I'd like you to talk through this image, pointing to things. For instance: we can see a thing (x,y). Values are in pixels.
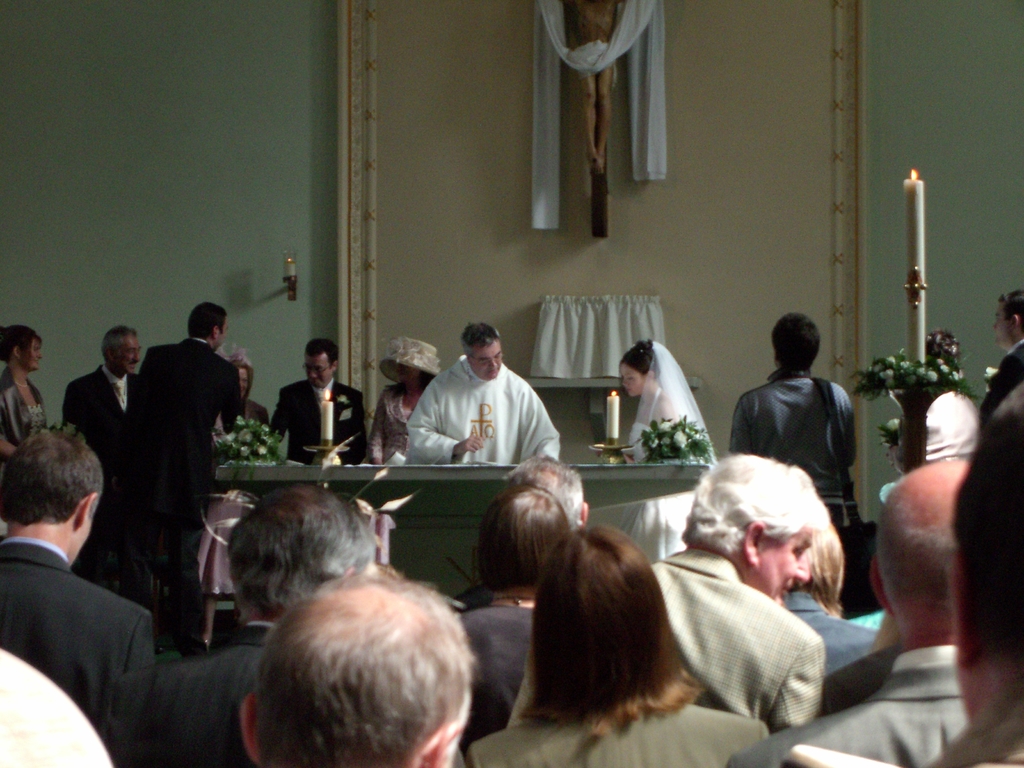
Here in this picture we can see a group of people (126,590) standing over there and in the front (498,495) we can see some other people (363,415) standing and we can see a table (467,510) present, on which we can see flower bouquets (222,444) and candles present and we can see candles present here and there and on the wall (530,339) we can see a Christianity symbol (606,12).
